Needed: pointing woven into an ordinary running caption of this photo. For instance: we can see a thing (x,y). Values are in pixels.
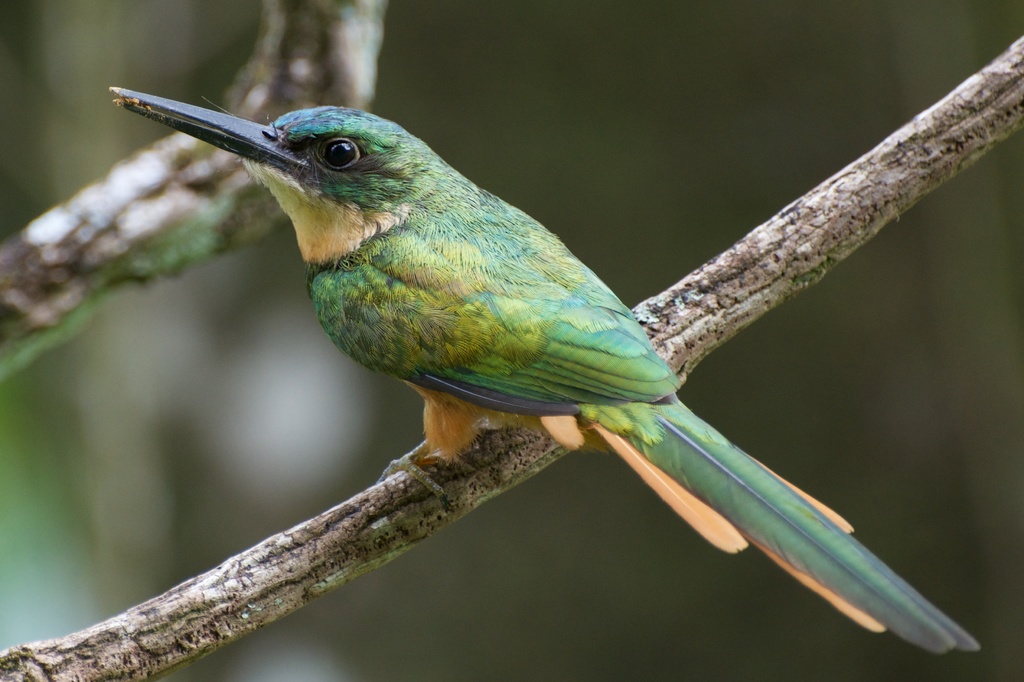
In this image we can see a bird (408,362) sitting on a branch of a tree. There are few branches (144,168) of a tree (207,255). There is a blur background (884,368) in the image.
